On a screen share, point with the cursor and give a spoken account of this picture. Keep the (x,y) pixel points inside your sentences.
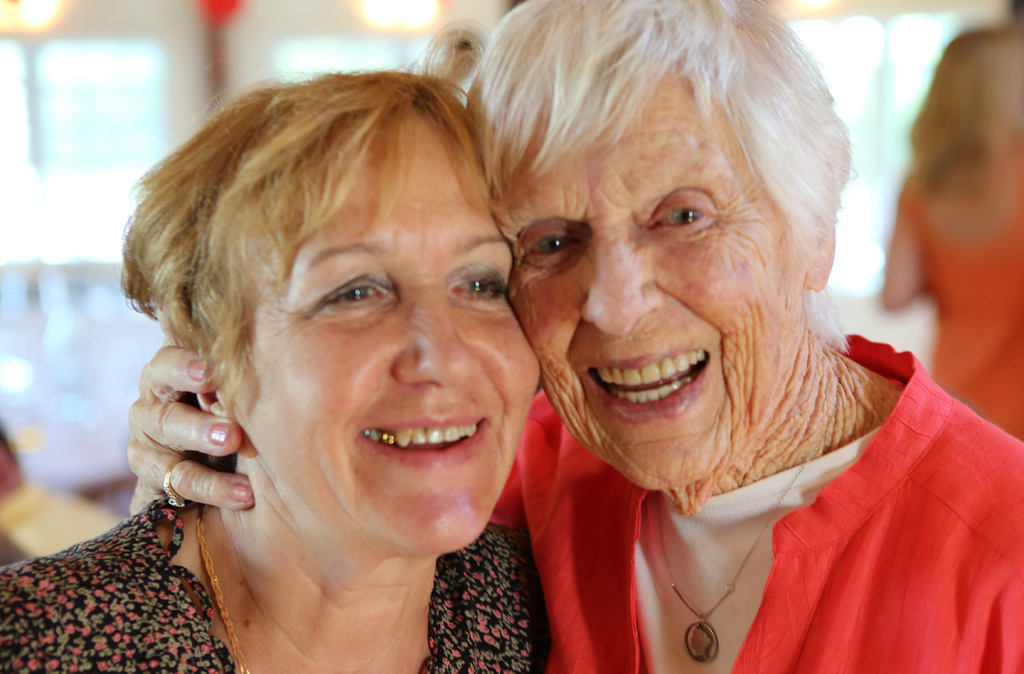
In this image I can see two persons (513,320). The person (659,555) at right (707,586) wearing white and red color dress (780,618), and the person (428,593) at left (154,566) wearing black and red color dress (137,603). Background (987,270) I can see few other persons (964,296) standing and windows (118,133).
